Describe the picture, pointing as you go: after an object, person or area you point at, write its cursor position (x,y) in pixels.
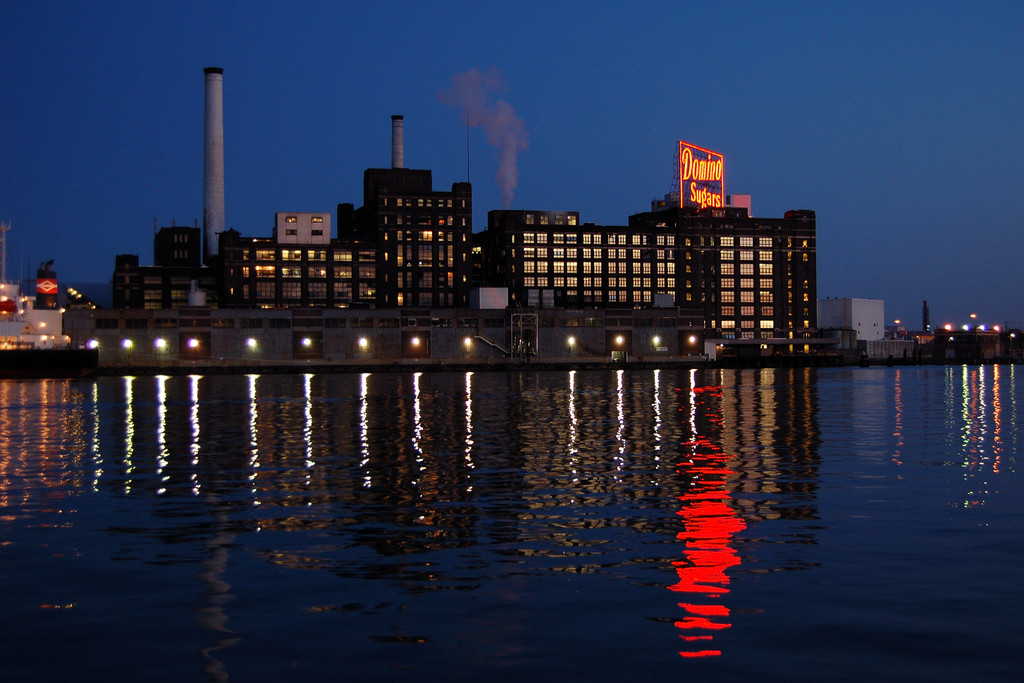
In the image in the center (472,411) we can see water (501,534), boats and lights (692,339). In the background (374,78) we can see sky (972,53), buildings (402,220), wall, poles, lights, banners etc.
